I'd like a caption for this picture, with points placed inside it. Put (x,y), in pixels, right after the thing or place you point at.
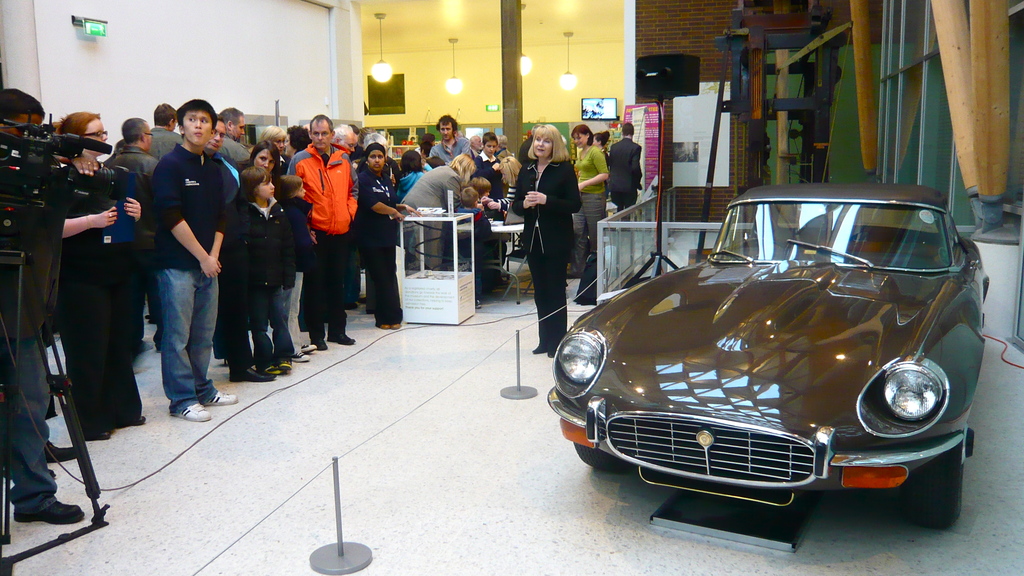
In this image we can see a group of people (321,190) standing. A person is holding a camera (44,194) at the left side of the image (40,174). There is a vehicle (808,360) in the image. There is a television (608,102) in the image. There are few objects (514,252) in the image. There are few lights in the image. There are few barriers (356,447) beside a car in the image.
